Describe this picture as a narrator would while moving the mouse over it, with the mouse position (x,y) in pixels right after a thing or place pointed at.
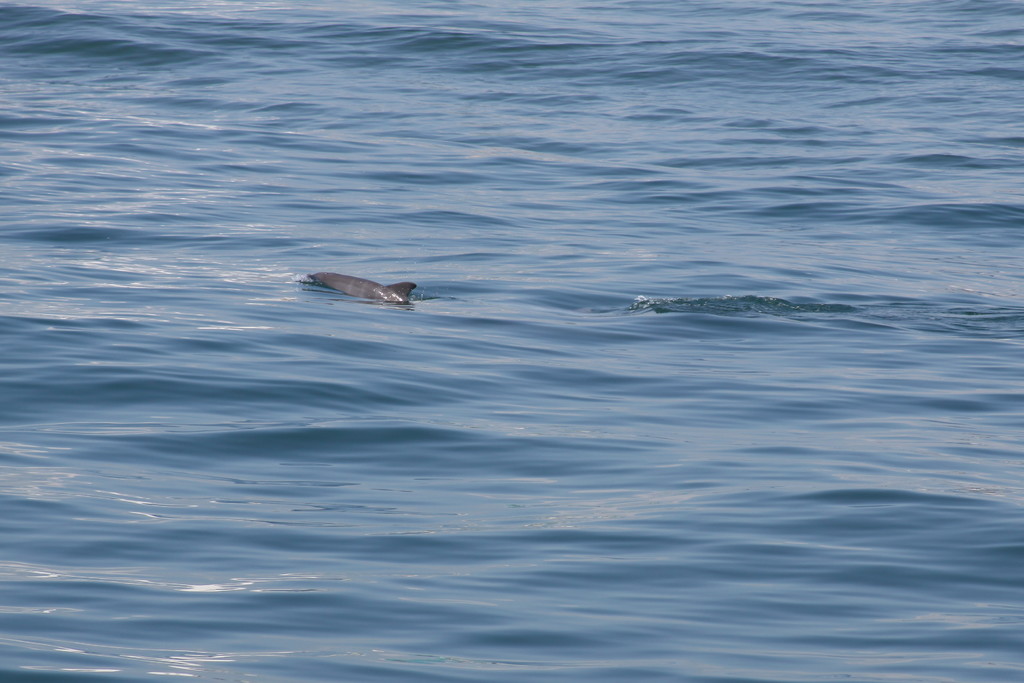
There is water (453,252). And an animal (321,282) is swimming in the water (320,299).
